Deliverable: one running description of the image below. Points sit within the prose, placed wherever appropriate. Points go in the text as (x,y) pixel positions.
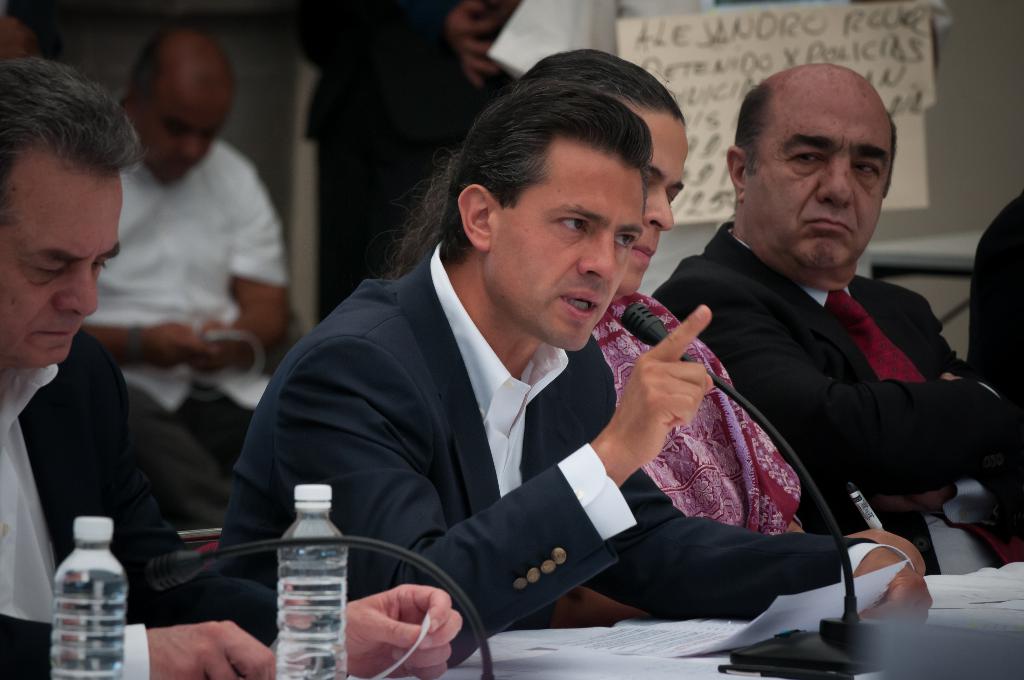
In this picture we can see a group of people (464,475) sitting and some people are standing. In front of the people (566,483) there is a table (505,664) and on the table (536,665) there are bottles (319,600), papers (714,628) and microphones (720,385). Behind the people (540,398) there is a wall (955,107) and other things (721,109).
